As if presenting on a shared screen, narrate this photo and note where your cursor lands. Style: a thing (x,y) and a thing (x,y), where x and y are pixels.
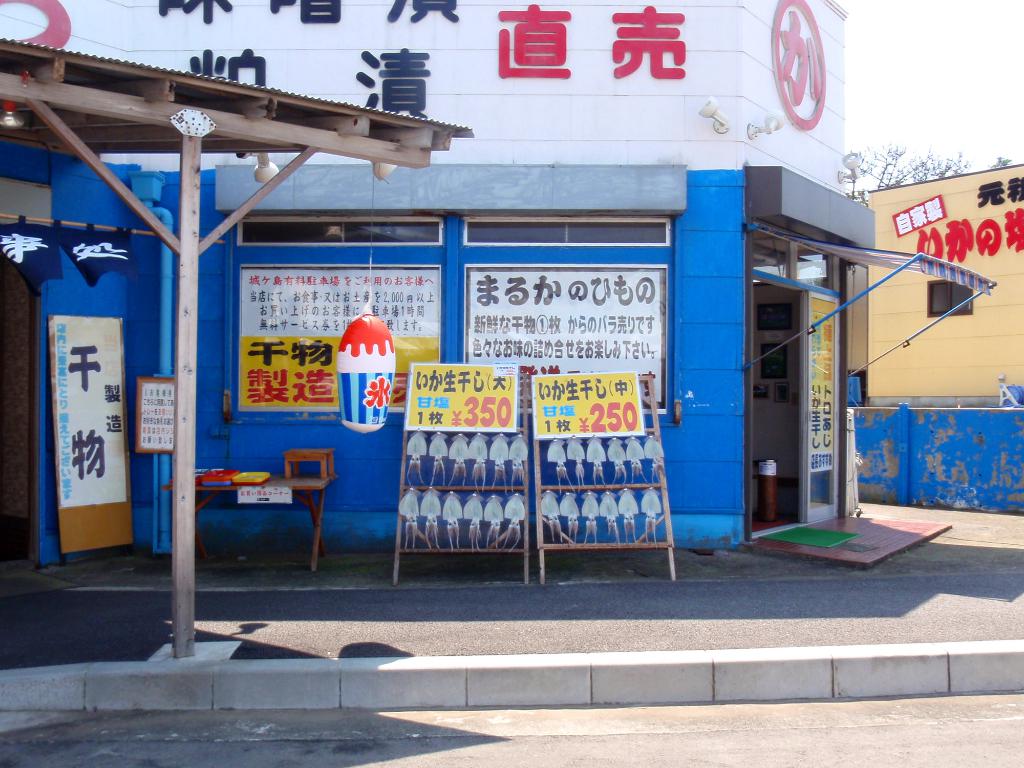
In this image I can see few buildings (771,255), a light (857,166), few boards (121,358), few other things (466,443). I can also see a table (315,513) and on it I can see a stool (326,466). I can also see few things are written at many places. On ground (609,631) I can see shadows (175,736).
